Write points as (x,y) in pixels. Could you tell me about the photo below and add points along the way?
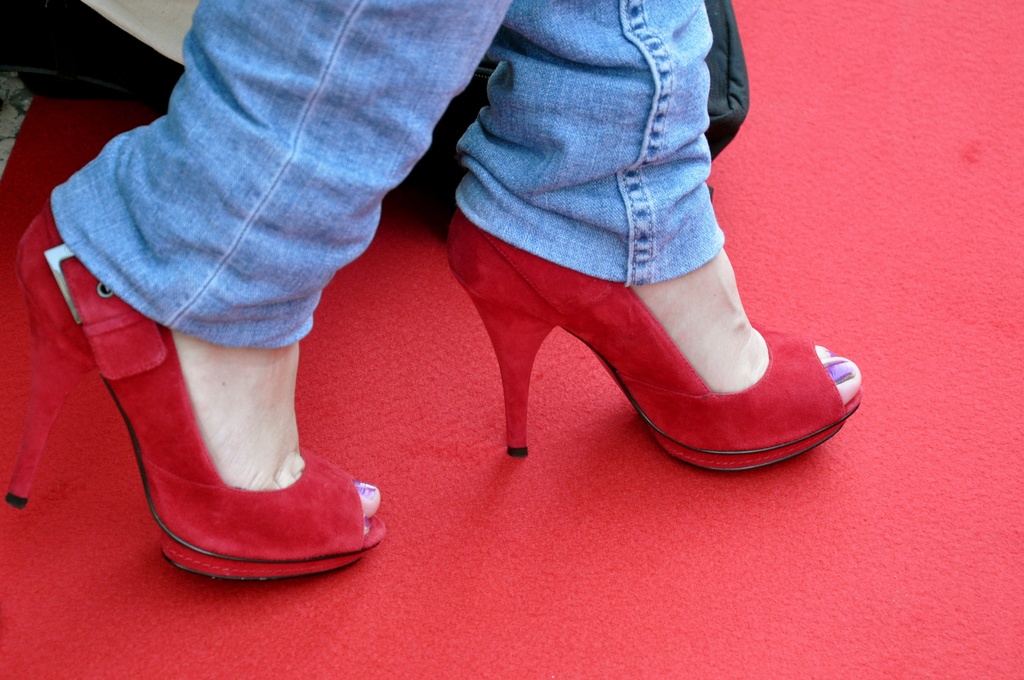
In the center of this picture (682,265) we can see the legs (669,222) of a person (260,313) wearing trousers (235,180) and red color heels (208,463) and walking on the red color carpet (581,542). In the background (68,17) we can see an object (94,84) placed on the ground (19,110).
